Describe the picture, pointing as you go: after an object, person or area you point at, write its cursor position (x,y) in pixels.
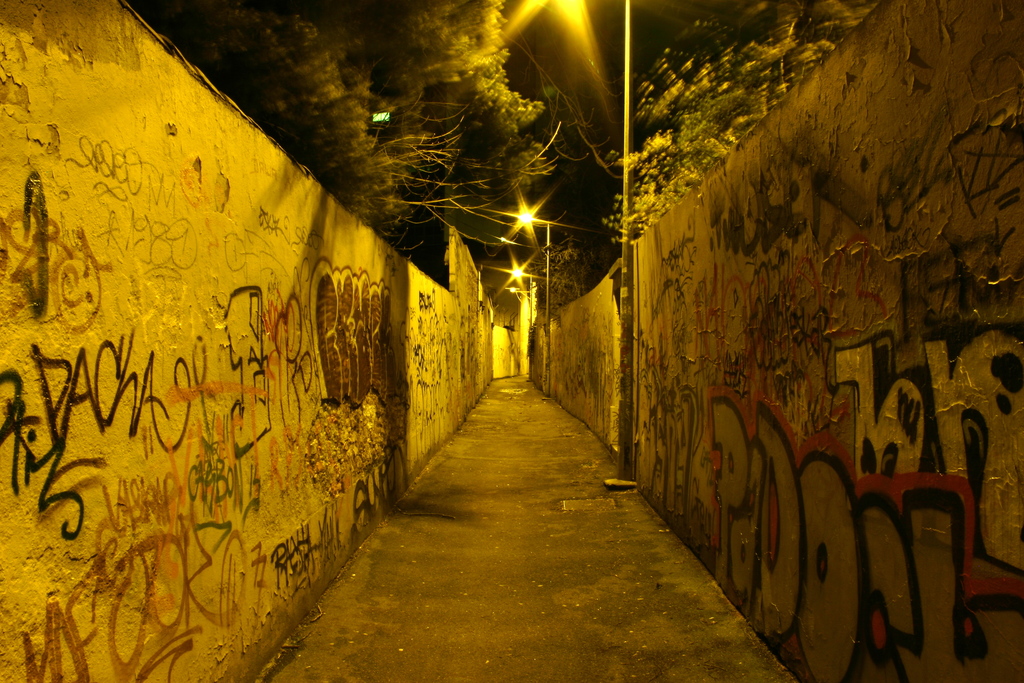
In this image, we can see the walkway (532,451) and paintings (49,504) on the walls (405,385). At the top of the image (644,199), we can see trees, pole (549,253) and street lights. The background of the image (599,261) is dark.
